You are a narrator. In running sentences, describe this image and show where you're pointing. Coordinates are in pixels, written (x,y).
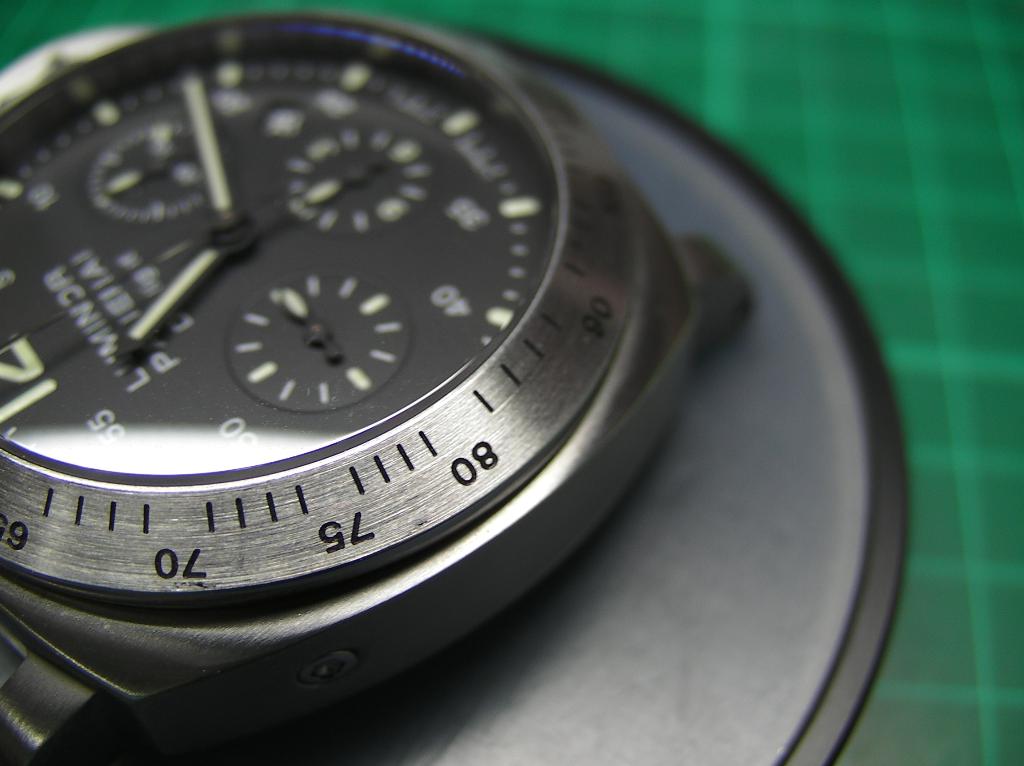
In this picture I can see a wrist watch (406,272) and we see a green color cloth (964,292) and a black color box lid (777,395).
